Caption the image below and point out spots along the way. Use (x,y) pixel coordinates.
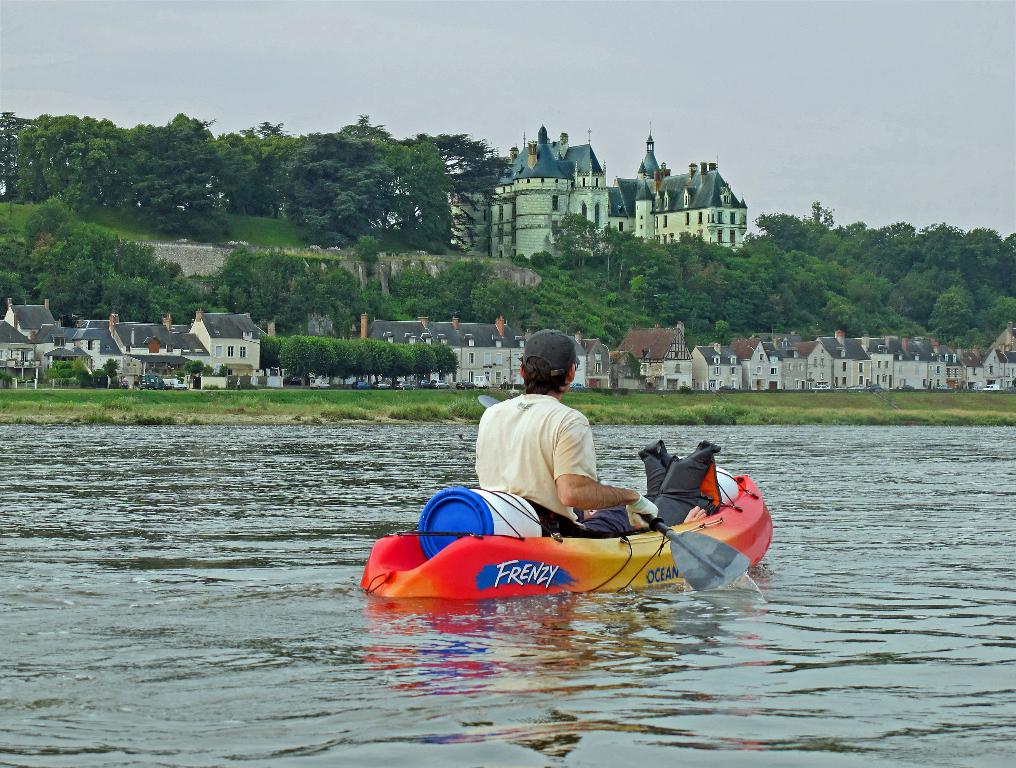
As we can see in the image there is water (241,579), a man (531,413) sitting on kayak (550,566), houses (626,374), buildings (493,224), trees (75,154) and sky (498,32).
